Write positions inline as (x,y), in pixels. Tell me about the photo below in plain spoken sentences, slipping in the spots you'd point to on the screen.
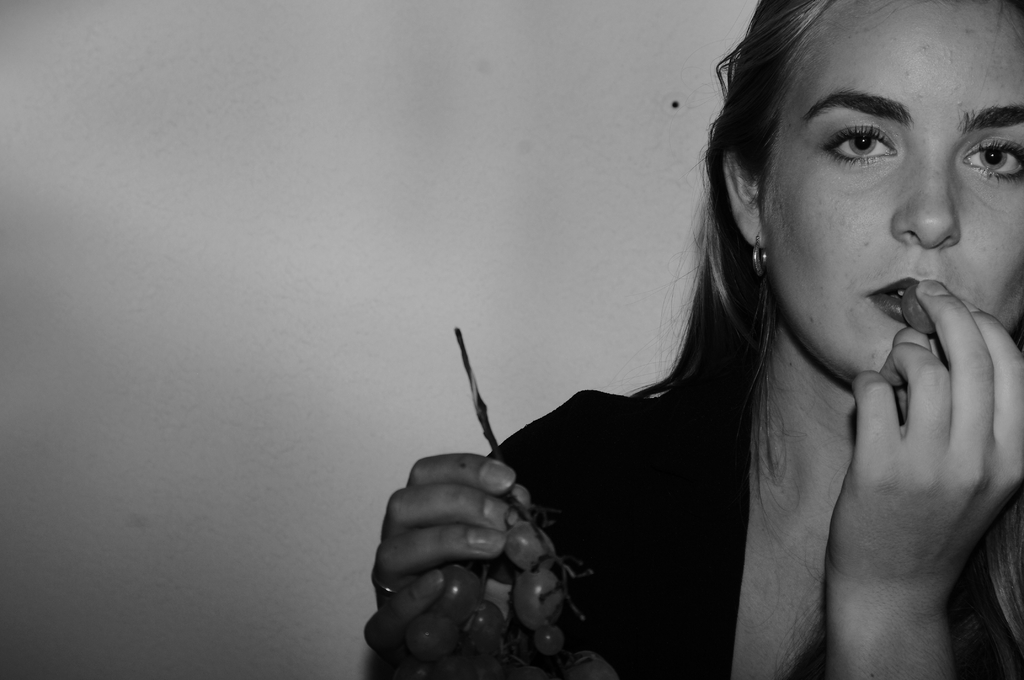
This picture is in black and white. Towards the right (916,503), there is a woman (752,523) holding grapes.
